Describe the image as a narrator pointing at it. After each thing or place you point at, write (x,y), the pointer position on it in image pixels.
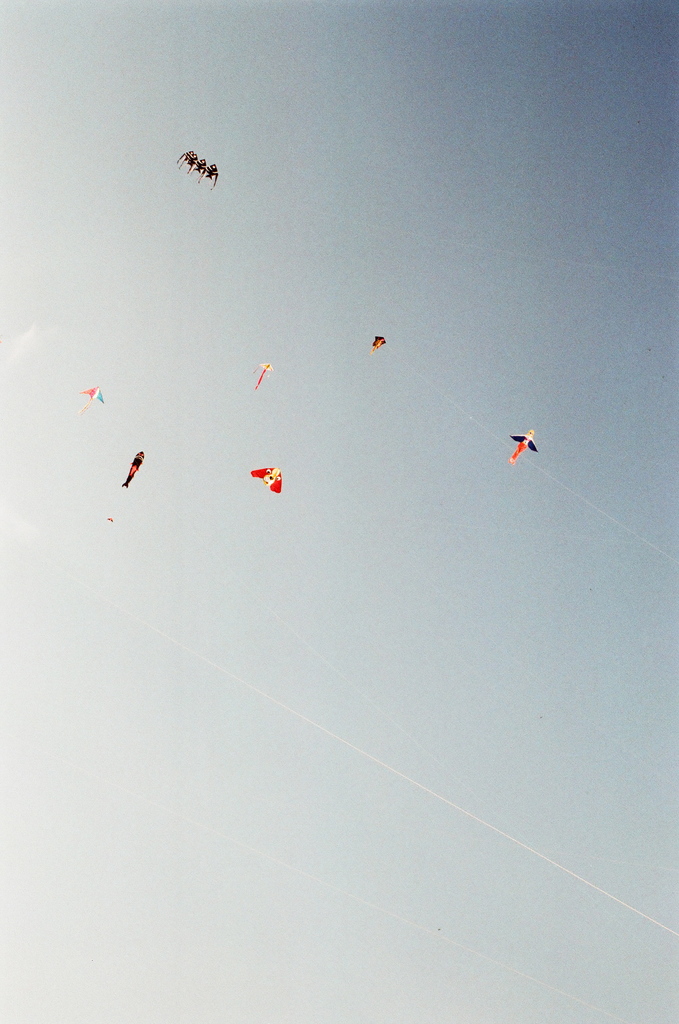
In the image we can see kites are flying in the sky (233,414).
